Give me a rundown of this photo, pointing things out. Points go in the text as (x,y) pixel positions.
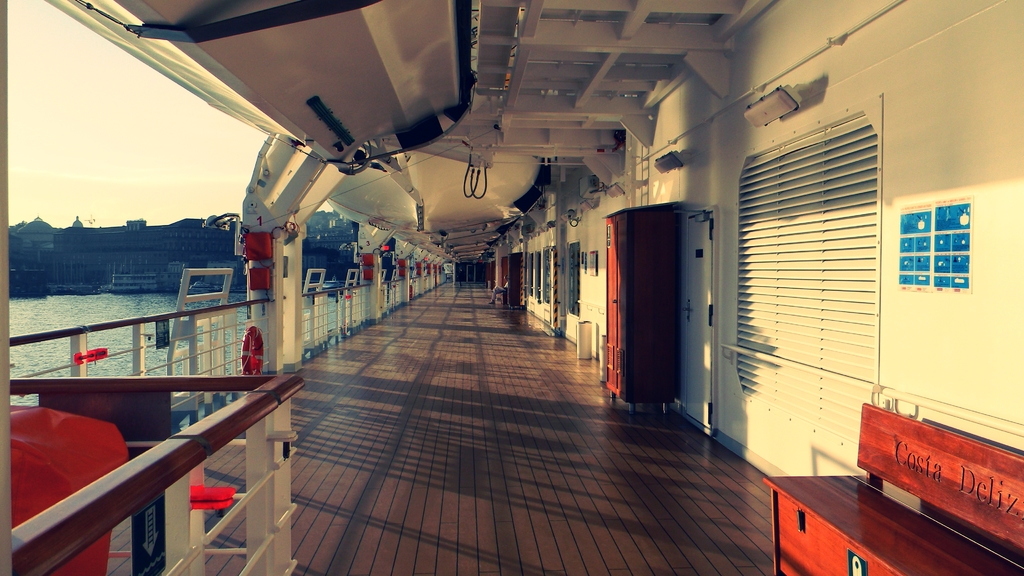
In this image we can see a wooden floor (538,473), railing (356,295), lights (553,224) and cupboards (508,303) to the wall (718,174). Here we can also see the ceiling (605,98) or roof (489,54). In the background (59,307), we can see water (45,315), buildings (105,274) and the sky (154,153).
